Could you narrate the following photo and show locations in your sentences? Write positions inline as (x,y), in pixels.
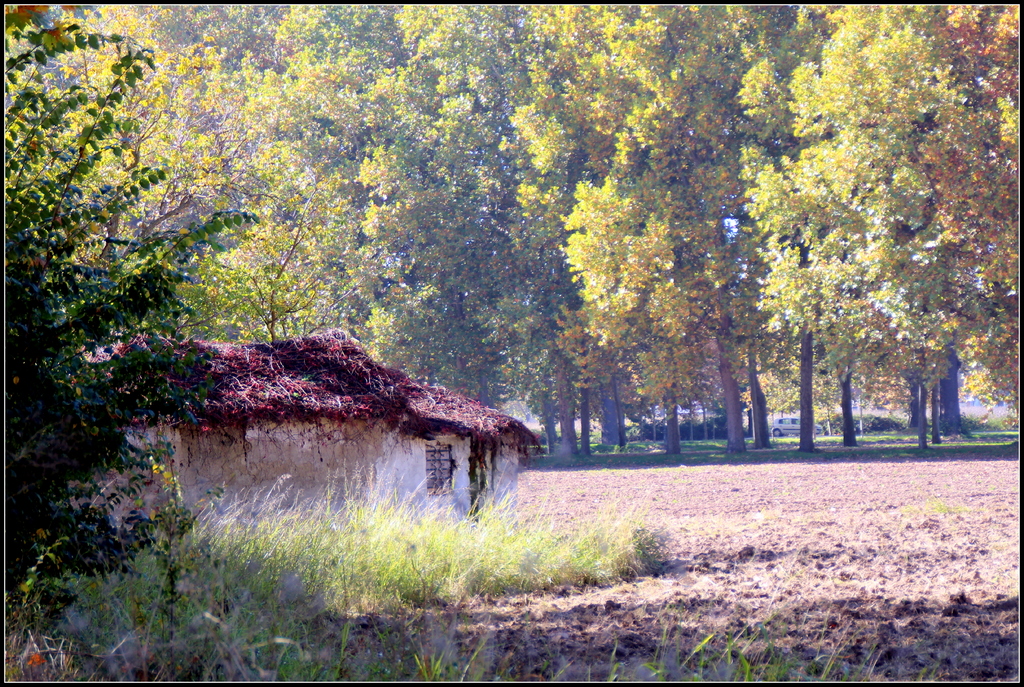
On the left side of the image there is a house (356,382). At the bottom of the image (378,565) there is grass (273,581) on the surface (270,576). In the background of the image (409,211) there are trees (467,94) and a car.
